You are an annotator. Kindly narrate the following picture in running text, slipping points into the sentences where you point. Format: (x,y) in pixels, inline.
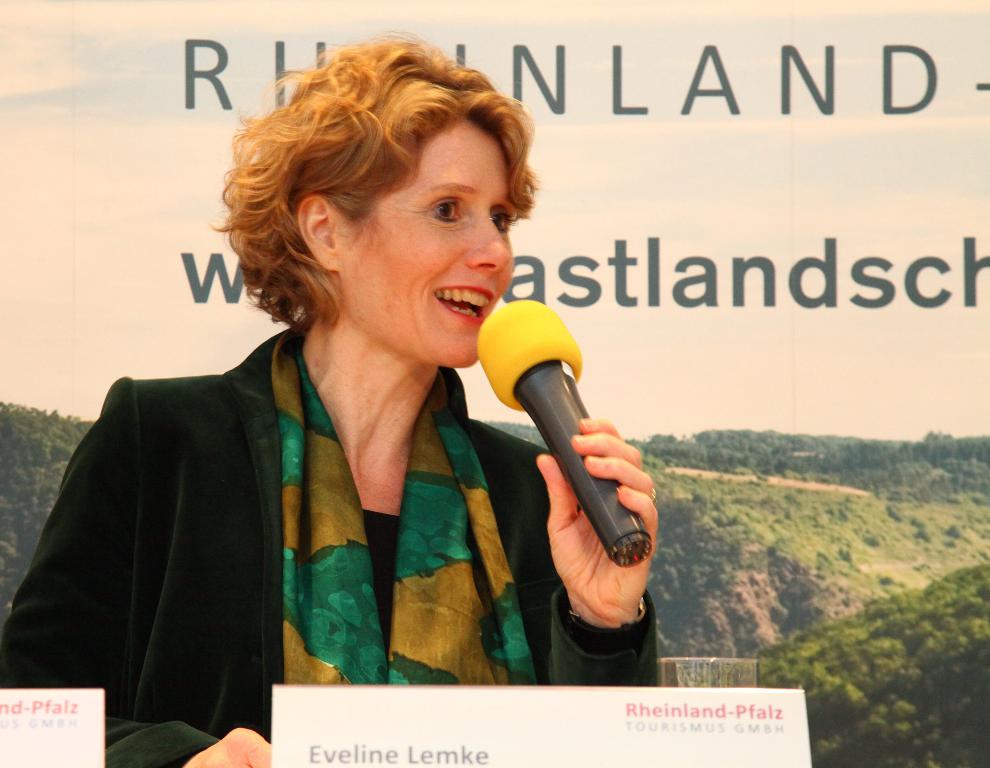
In the image I can see a lady (437,496) who is holding the mic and sitting in front of the name boards (475,691) and behind there is a banner (112,357).
